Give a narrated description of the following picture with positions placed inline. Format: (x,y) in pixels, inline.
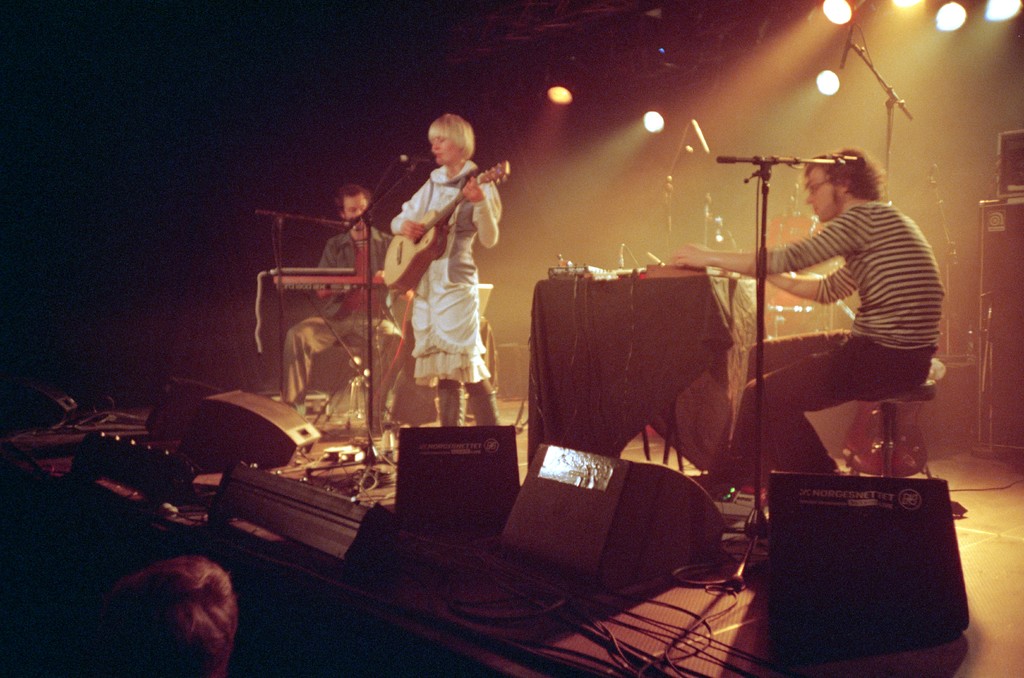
In the picture there is a woman (450,304) playing guitar (437,259) and singing on mic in the middle (470,324), on either sides of her man (331,300) playing other music instrument (369,272), they are on stage (483,587) and on ceiling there are lights (829,90).
